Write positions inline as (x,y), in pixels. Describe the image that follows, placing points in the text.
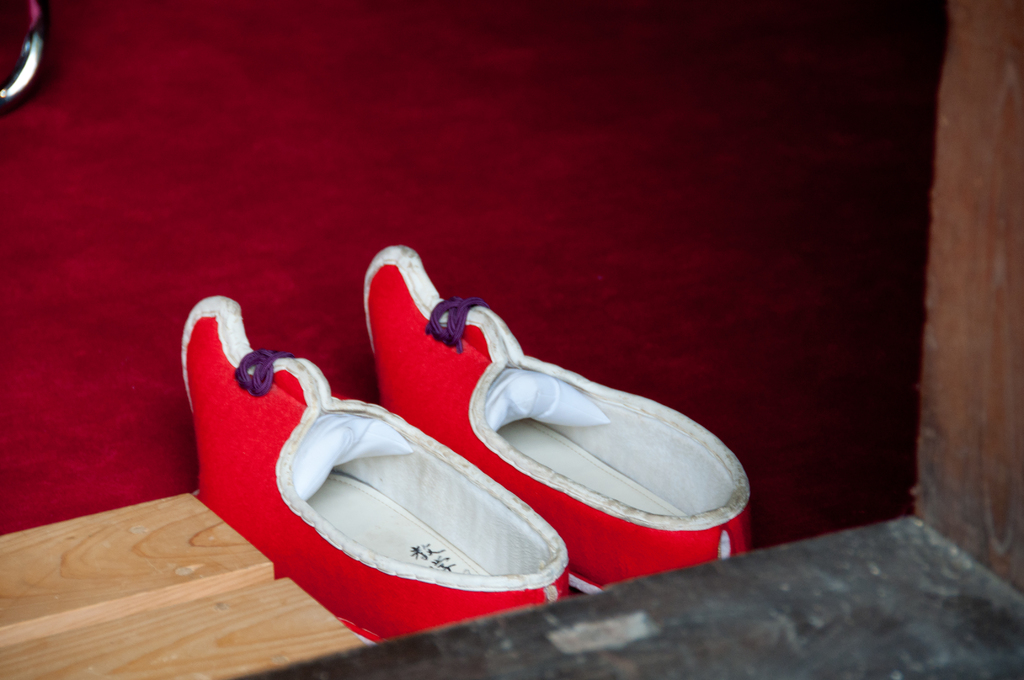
In the image there is a pair of shoe (417,477) on the floor (534,270) and on the left side (180,568) there is a wooden block (149,587).
